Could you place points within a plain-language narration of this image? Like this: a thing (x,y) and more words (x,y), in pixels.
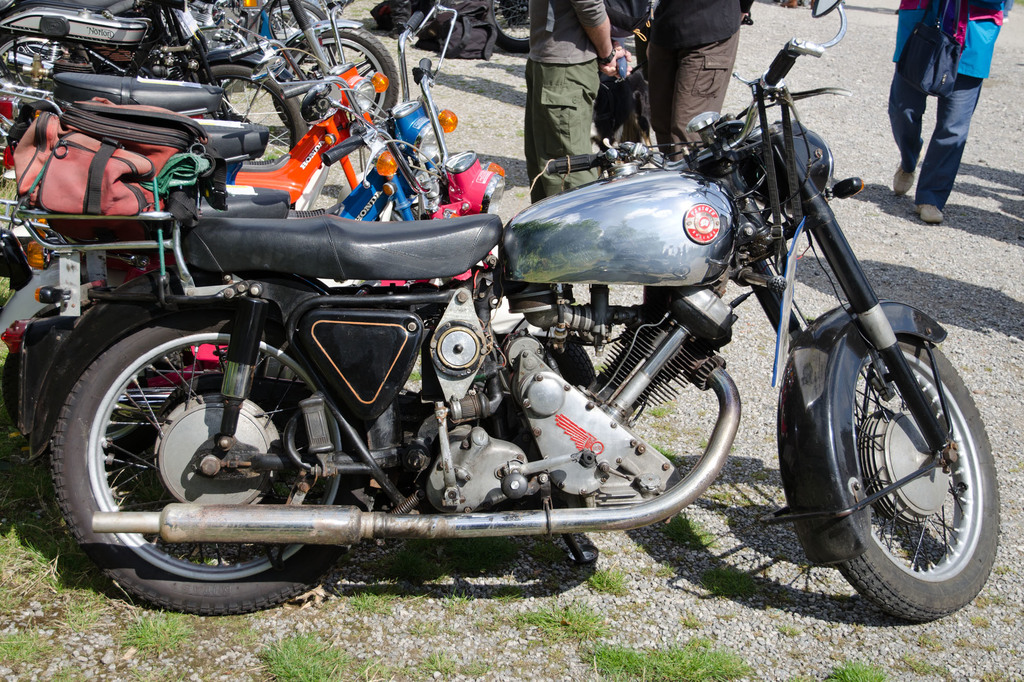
In the picture we can see some bikes (72,366) are parked, on the path (322,646) we can see some grass (452,664) and stones (715,626) to the surface (729,595), just besides, we can see some persons (549,99) standing and on the surface (871,182) we can also see some bags (483,38).
